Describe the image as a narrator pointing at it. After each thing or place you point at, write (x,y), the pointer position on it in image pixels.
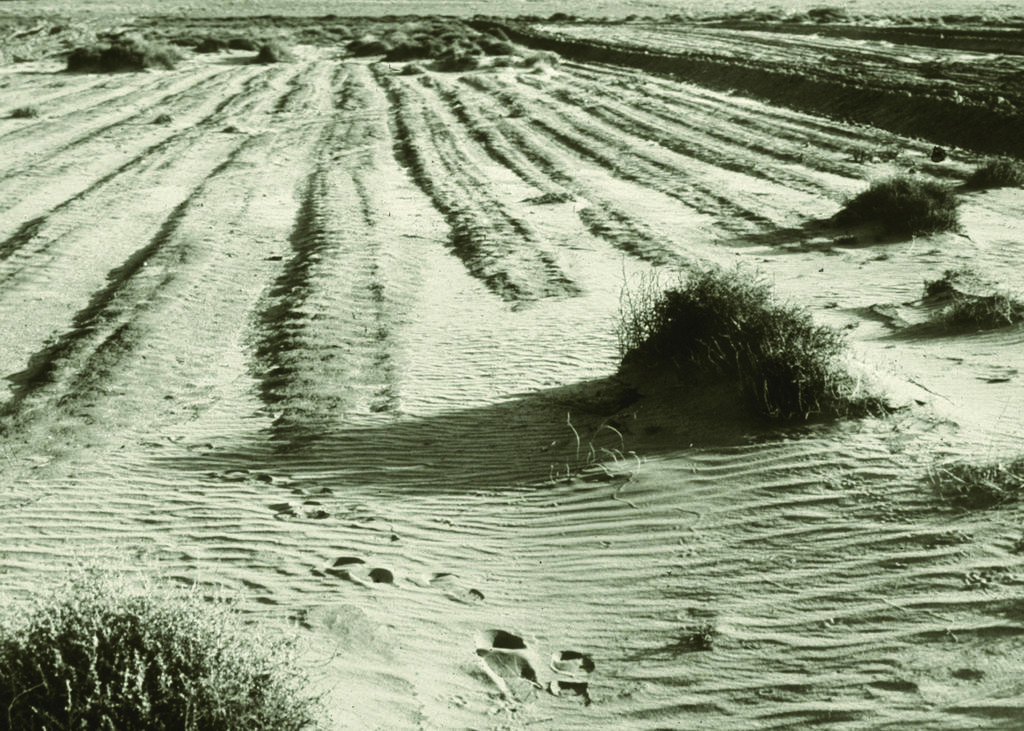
In this image, we can see some plants (897,189) on the ground (853,178).
